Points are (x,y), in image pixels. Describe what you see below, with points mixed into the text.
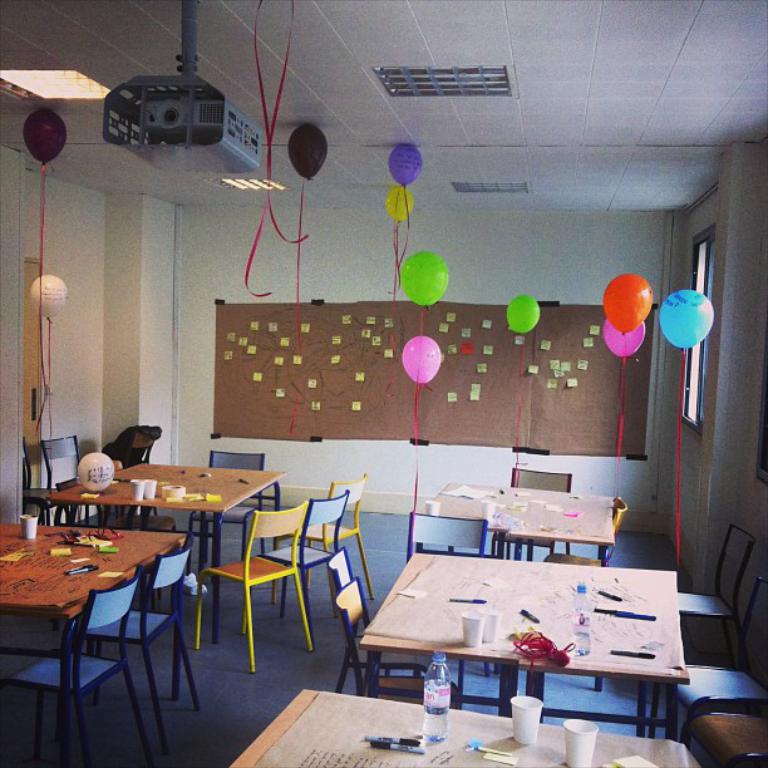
In this image I can see the tables (56,564) and chairs (125,598). On the tables (310,702) I can see the bottles (436,713), cups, pens (90,568) and many papers (370,706). In the background (246,417) I can see some papers (234,423) to the wall (168,331) and there are balloons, lights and the projector (240,151) in the top (172,130).
